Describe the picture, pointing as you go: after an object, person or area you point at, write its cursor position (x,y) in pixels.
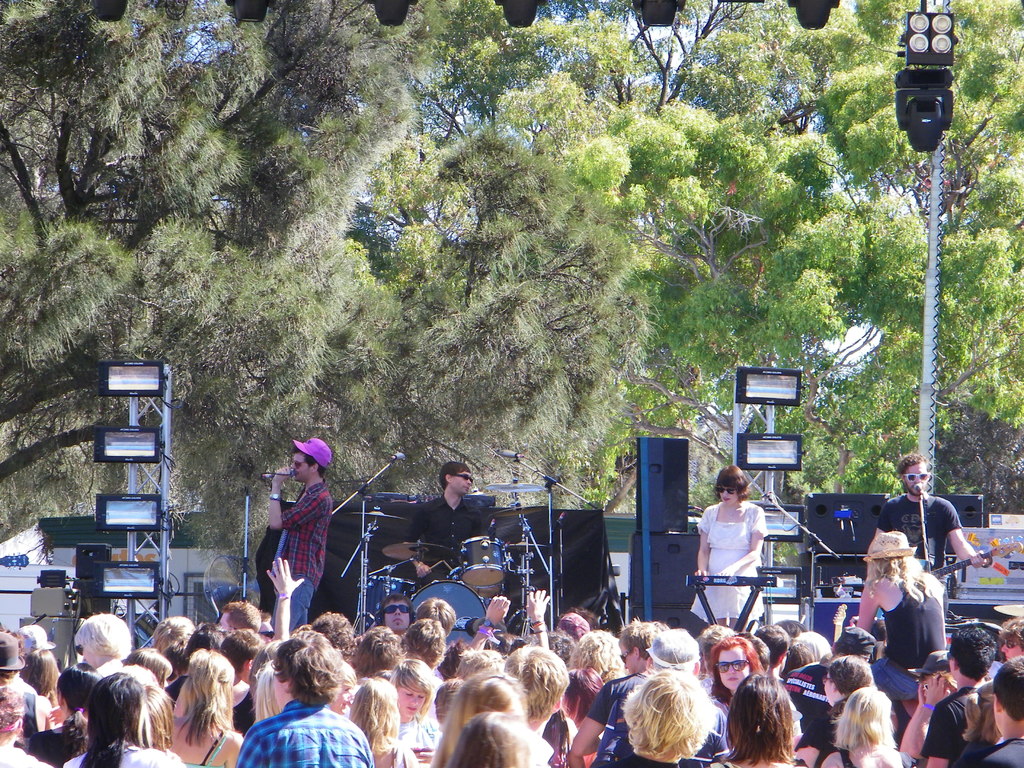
In this image we can see some people (301,586) standing on the stage (515,589) holding the musical instruments (528,592). In that a person (316,523) is holding a mic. On the bottom of the image (631,683) we can see a group of people (539,707) and some lights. On the backside (648,276) we can see a group of trees (528,273), lights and the sky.
